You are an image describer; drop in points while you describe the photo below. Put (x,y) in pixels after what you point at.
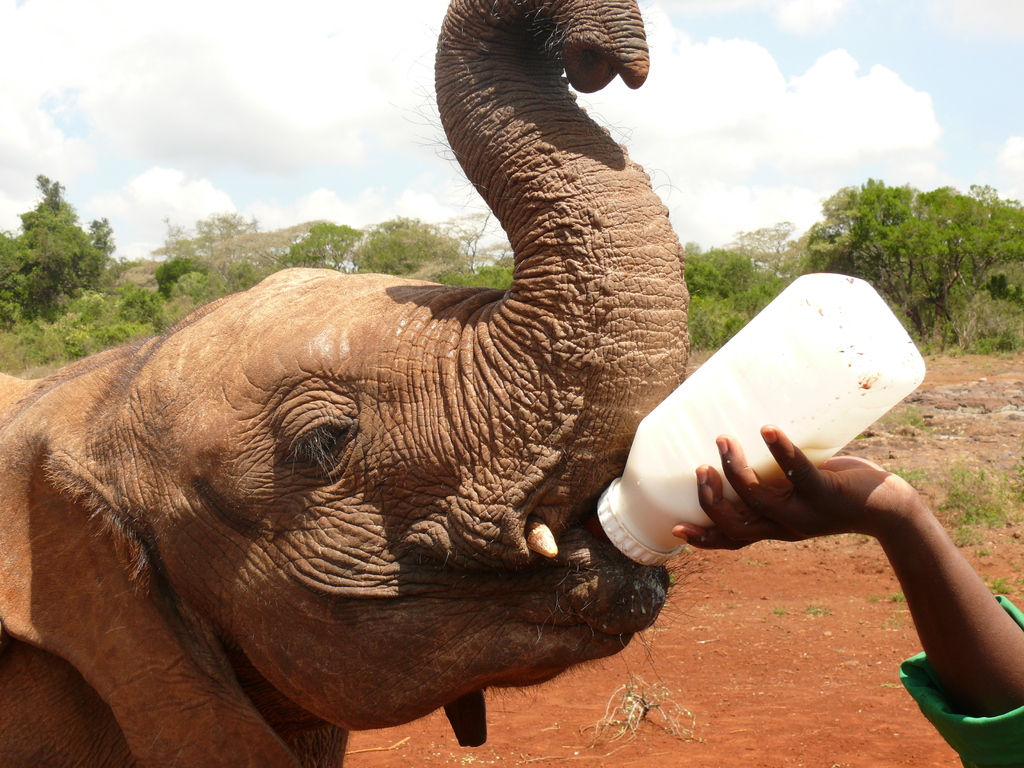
In this image there is a bottle of milk (773,402) in a person's hand (810,495) is feeding an elephant (339,434), behind the elephant (374,424) there are trees (329,259). At the top of the image (373,217) there are clouds (688,231) in the sky (318,164).
